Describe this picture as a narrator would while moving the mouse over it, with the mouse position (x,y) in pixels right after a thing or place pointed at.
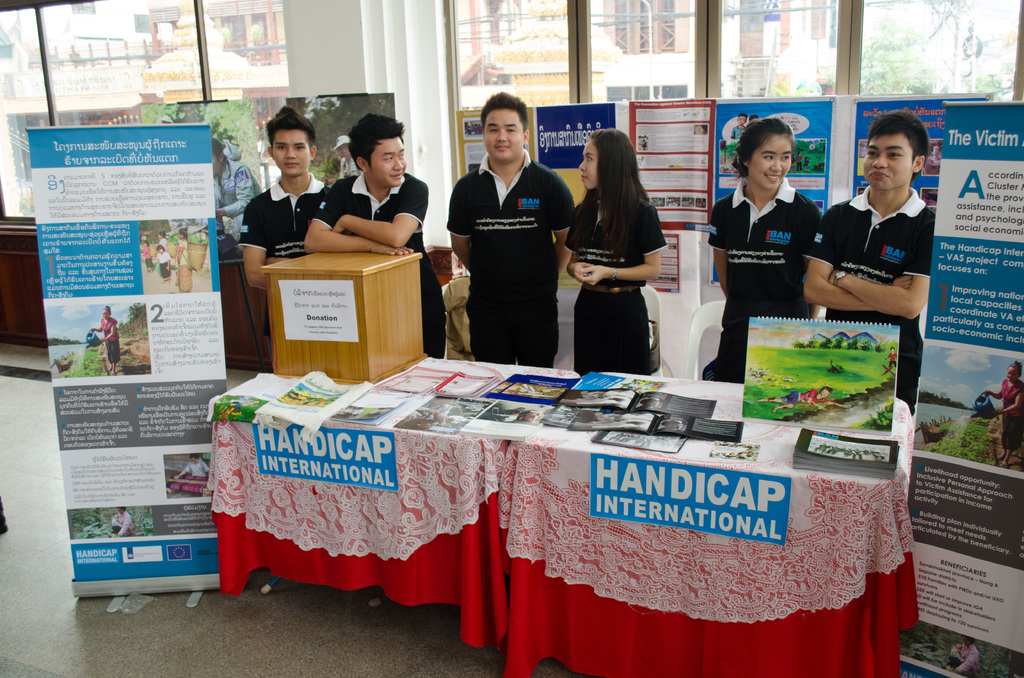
This is a picture taken in a room (447,219), there are a group of people (513,216) standing in front of them there is a table (560,441). Table (556,492) is covered with a cloth (637,556) on the cloth (457,441) there are some books (465,427) on the cloth (434,493) it is mentioned handicap international. On the table (709,444) there is a wooden box (351,314). On the left side of this people (526,226) there is a banner (154,258) and the right side (962,254) also having a banner (970,264). Background of this people (495,229) is a window glass (525,65).
